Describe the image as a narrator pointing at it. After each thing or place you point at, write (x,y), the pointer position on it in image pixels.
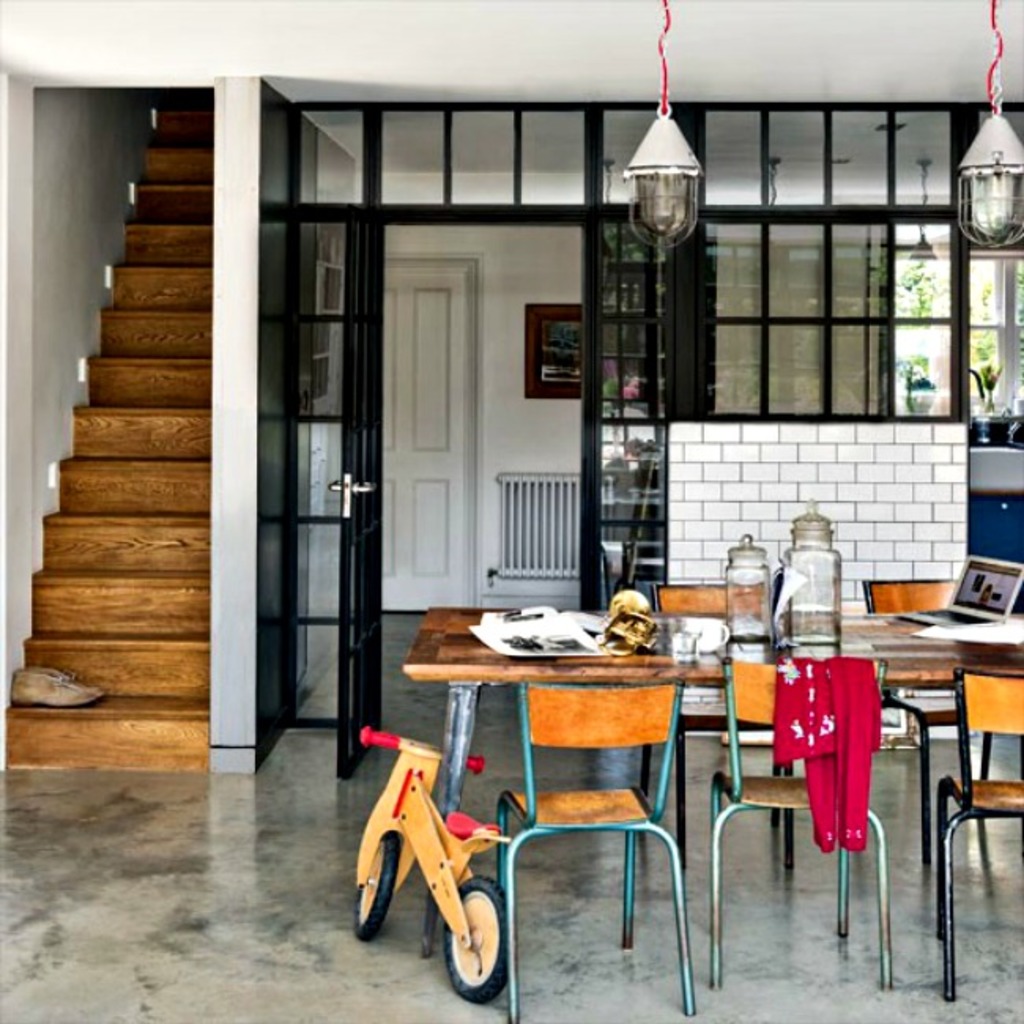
In this picture there is a glass (823,604), laptop (941,617), paper (1008,640), cup (711,646) on the table (722,652). Red cloth (784,701) is on the chair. There is a cycle (450,928). There are shoe (42,680) on the staircase (70,649). To the left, there is a door (398,536), to the right (978,193), bulbs (632,197) hanged to a wire (668,72). To the right (975,349), there is a vase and a tree (927,307) in the background (975,340).
